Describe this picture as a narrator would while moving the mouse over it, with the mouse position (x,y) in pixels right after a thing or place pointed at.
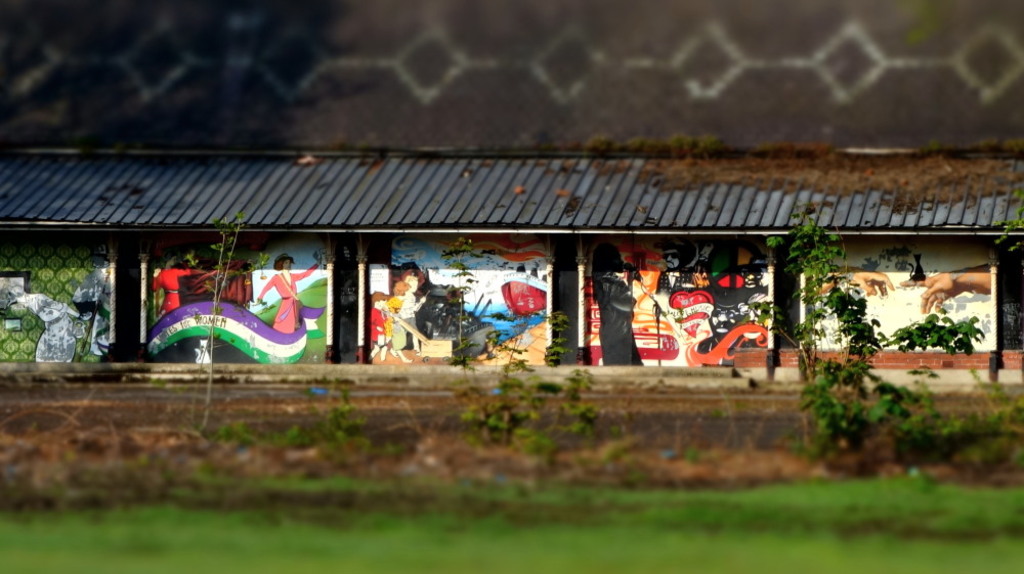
This is an outside view. At the bottom (179,527), I can see the ground (379,449). There are some plants (492,409) and also I can see the grass (272,550). In the middle of the image (510,241) there is a shed (254,260) and I can see few paintings (382,311) on the wall (264,307). At the top of the image (466,83) I can see a part of a building (398,54).
